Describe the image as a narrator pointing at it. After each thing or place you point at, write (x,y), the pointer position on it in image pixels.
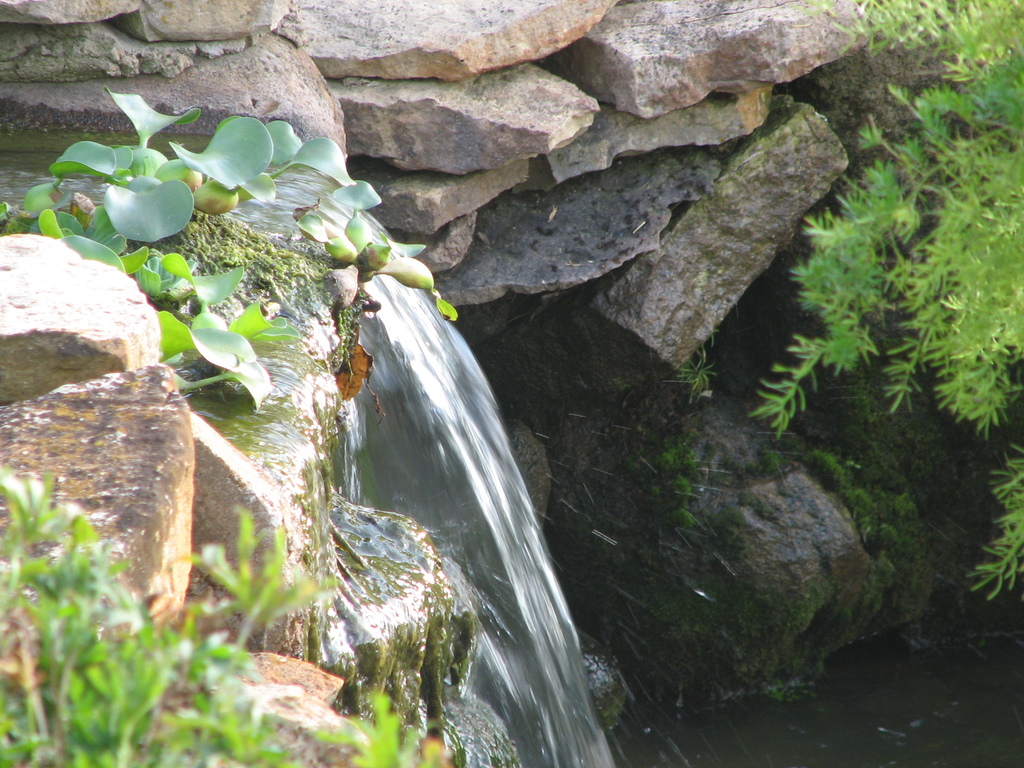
In this picture we can see green leaves (272,178), tiny plants (347,244). We can see the formation of algae (333,488) on the rocks (388,550). We can also see water (269,416) and few rocks (544,78).
